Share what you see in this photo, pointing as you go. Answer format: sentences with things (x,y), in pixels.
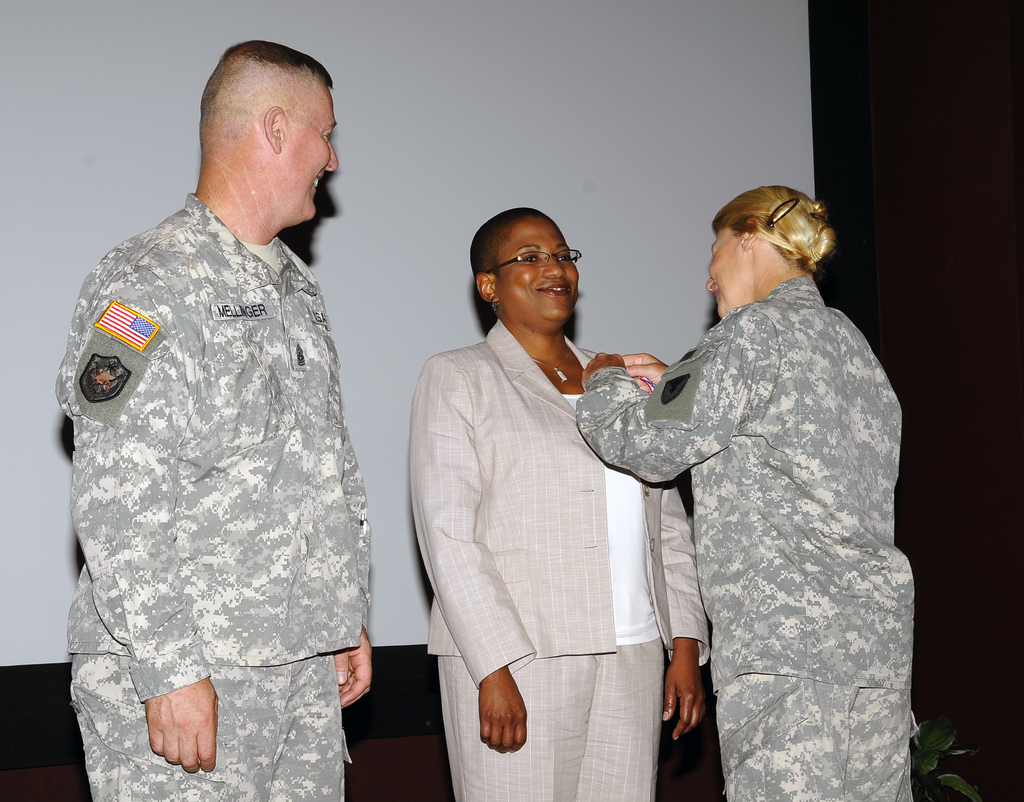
On the right side of this image (812,515) I can see two women (660,429) standing. One woman (733,620) is putting a badge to the another woman (566,383) and both are smiling. On the left side (251,505) there is a man (159,381) wearing a uniform (161,373), standing and smiling by looking at these women (674,392). In the background (583,126) there is a screen (520,126).
